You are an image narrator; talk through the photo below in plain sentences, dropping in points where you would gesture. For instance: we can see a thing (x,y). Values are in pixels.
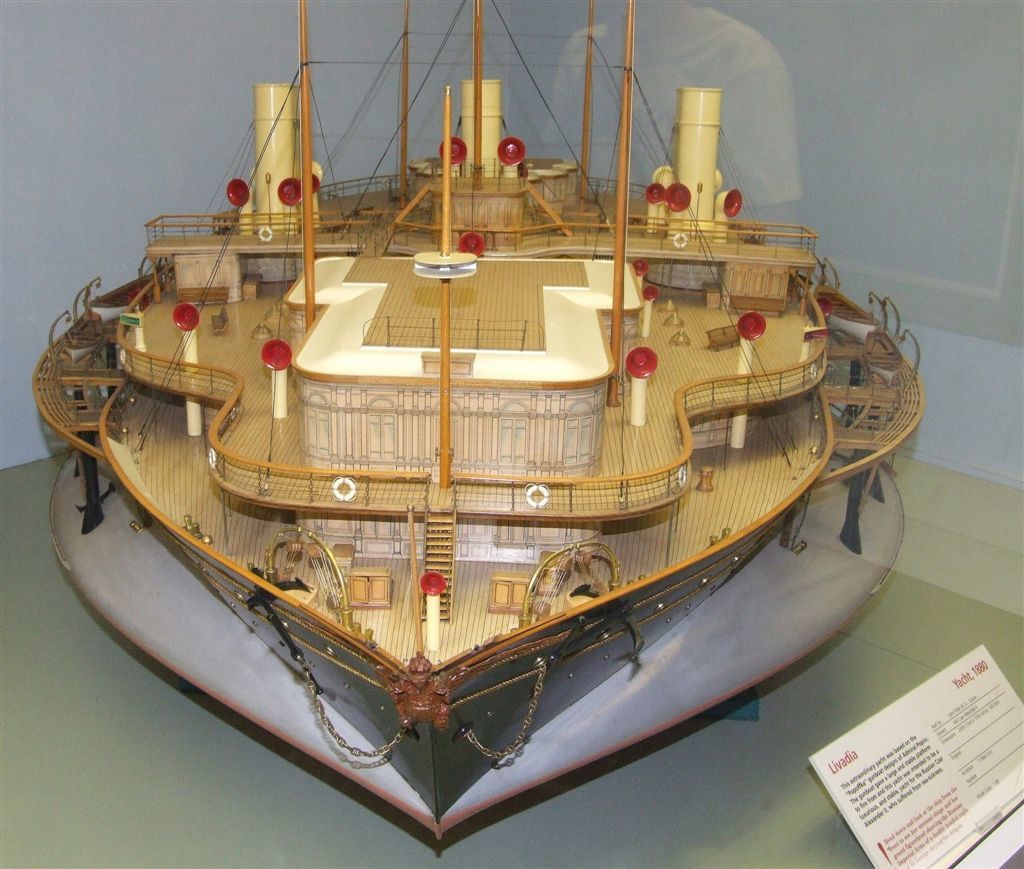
In the center of the image (356,513) we can see a toy ship (458,279) is present on the surface (779,725). In the bottom right corner (901,786) we can see a card (907,808). At the top of the image (576,113) we can see the wall (65,79) and also we can see the reflection (697,53) of a man (738,115), board (987,271).
